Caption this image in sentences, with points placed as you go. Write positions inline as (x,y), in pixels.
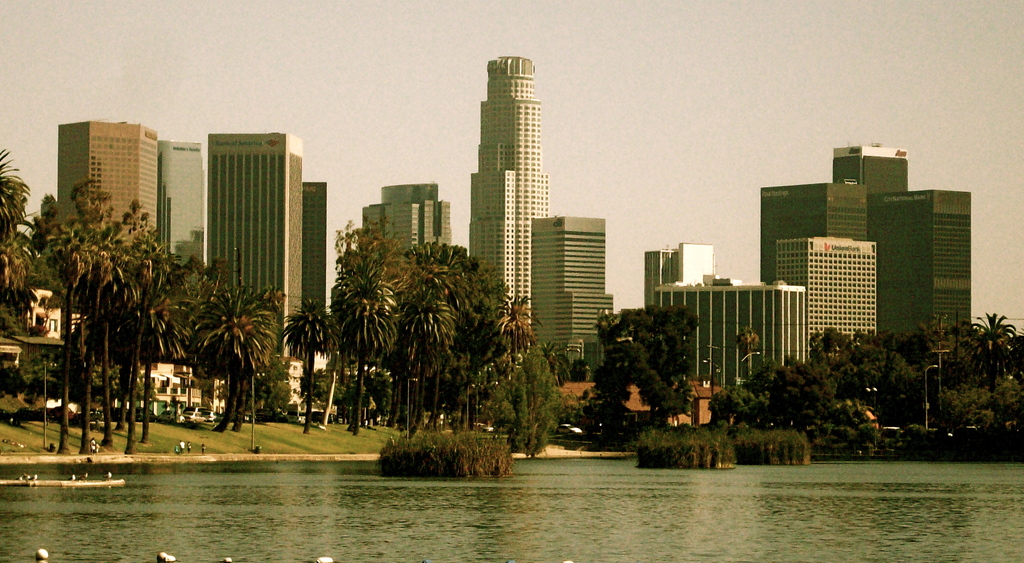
In this picture we can see water (367,470), few trees (260,328), buildings (549,314) and poles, and also we can find few vehicles (188,420) and group of people (190,445).
